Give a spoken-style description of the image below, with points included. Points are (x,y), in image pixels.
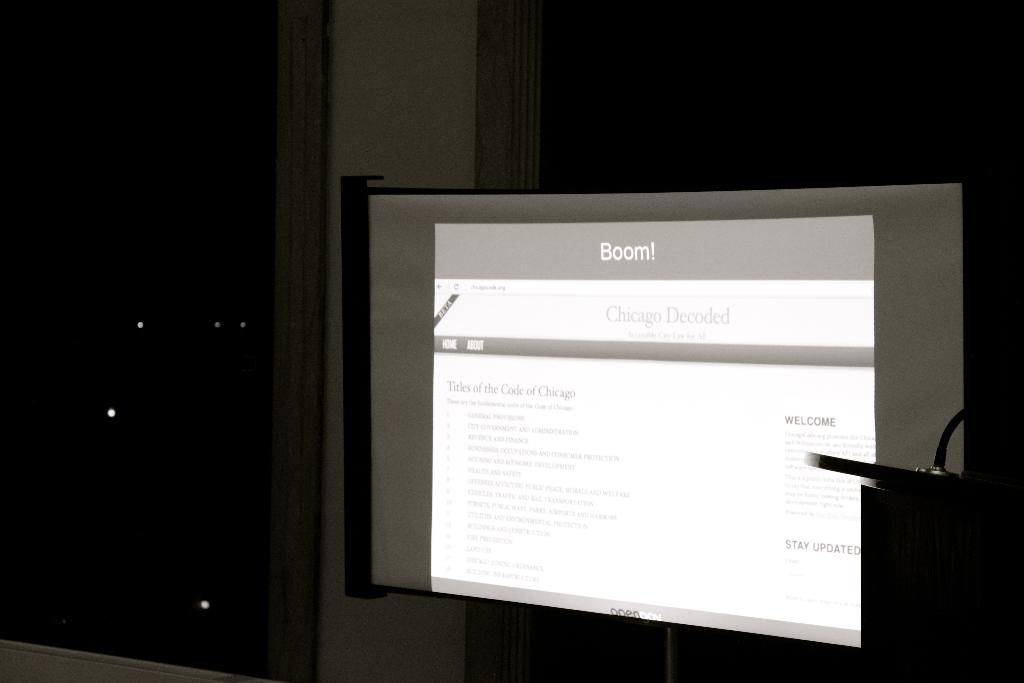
In this picture we can see screen (481,477) on the board (387,416).
